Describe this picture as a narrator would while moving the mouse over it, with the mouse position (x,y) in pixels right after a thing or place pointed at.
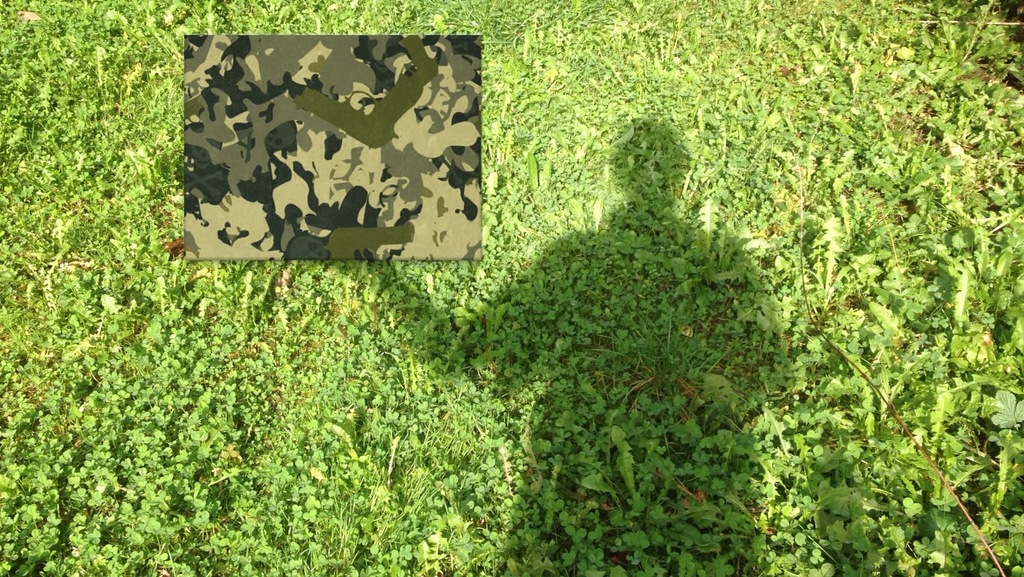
In this picture we can see some plants (357,473) here, there is a cloth (433,146) here, we can see shadow (582,407) of a person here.
